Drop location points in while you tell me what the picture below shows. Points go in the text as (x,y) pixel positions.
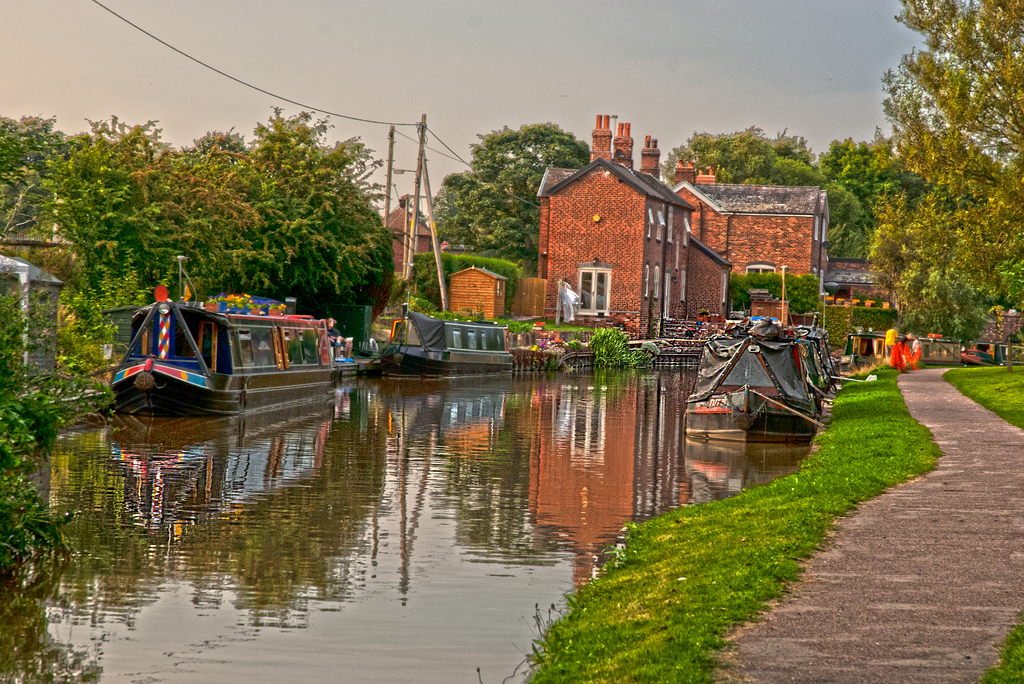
On the left side (199,408), there are boats (437,338) on the water (459,469). On the right side (904,656), there is a road (939,571). On both sides of this road (909,483), there is grass (775,535) on the ground (865,396). In the background (556,192), there are poles (405,259), there are buildings (724,189) which are having roofs (730,205) and windows (600,288), there are trees (850,142) and there is sky (535,61).
